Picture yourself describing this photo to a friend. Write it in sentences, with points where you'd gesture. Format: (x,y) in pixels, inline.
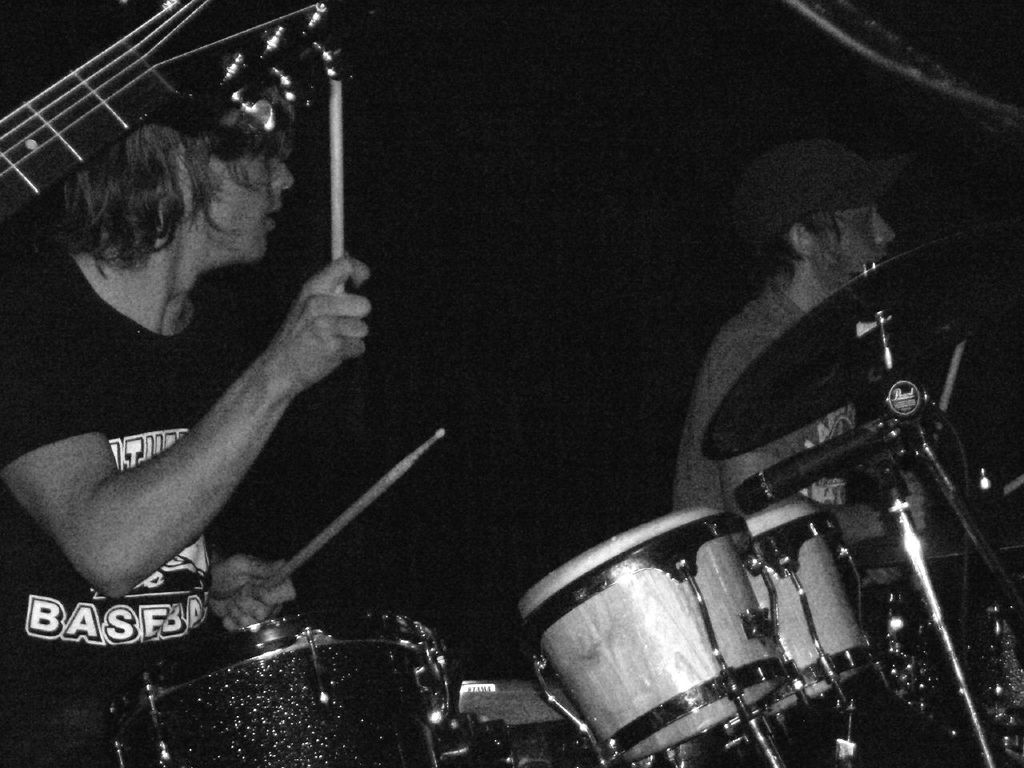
This picture shows two men (7,416) playing musical instruments (671,598) and we see a man (83,430) playing drums (714,647).
